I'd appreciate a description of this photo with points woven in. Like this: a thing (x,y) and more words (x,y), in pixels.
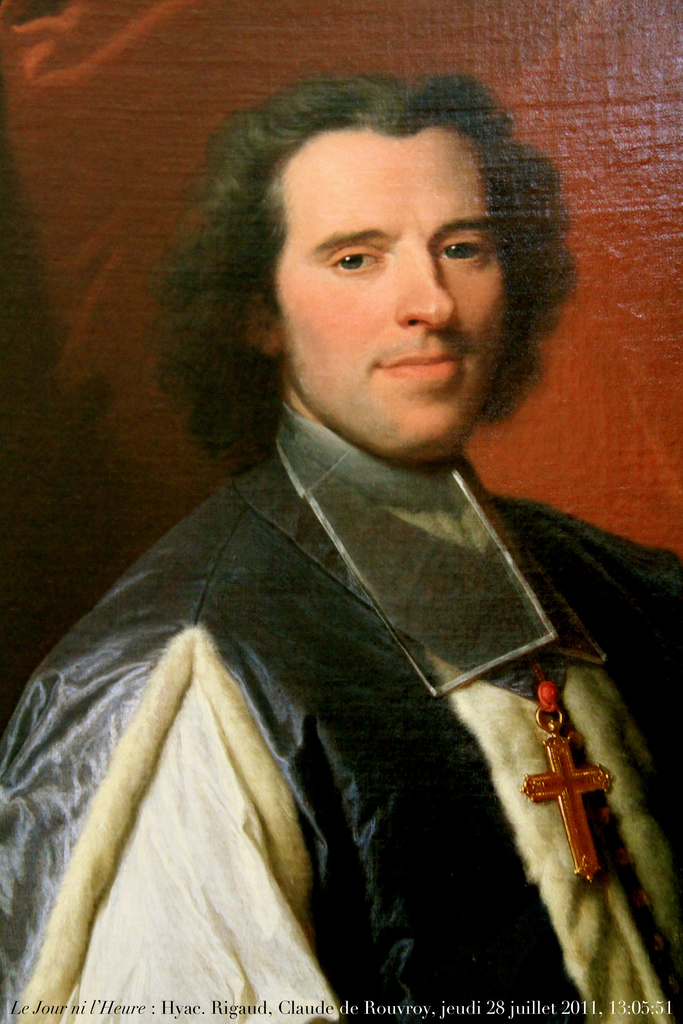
In this image I see a painting (353,450) of a man (365,291) and I see that he is wearing black and white dress (309,690) and it is red in the background (603,364) and I see the watermark (359,1013) over here.
